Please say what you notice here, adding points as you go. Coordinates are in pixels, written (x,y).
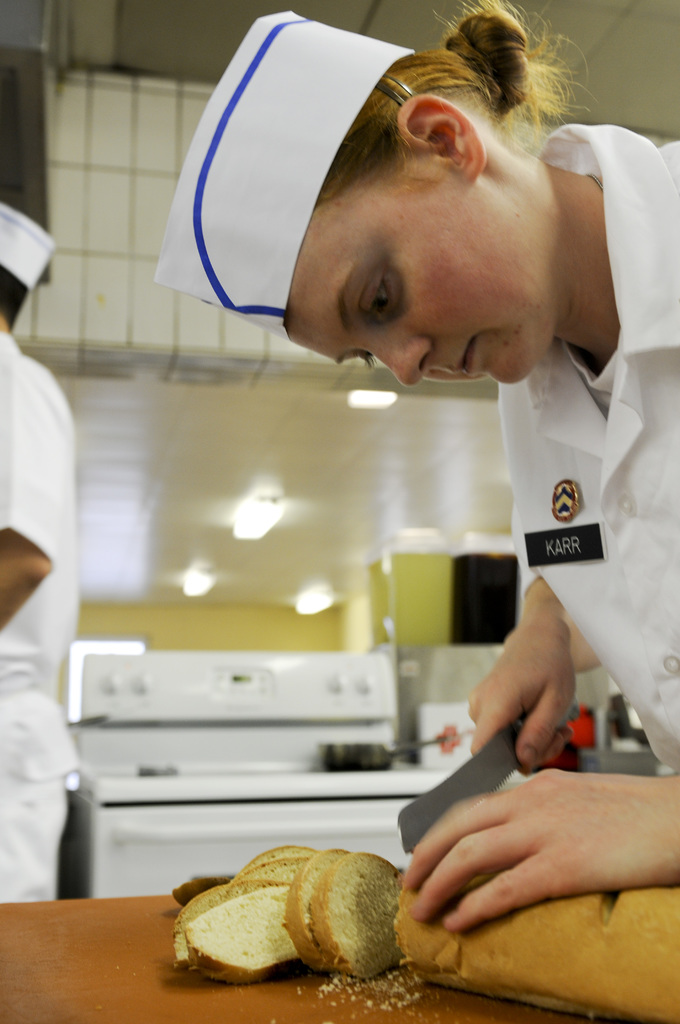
In this image there is a lady (490,272) holding a knife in her hand (472,715) and cutting the bread (434,939) into pieces (372,939), which is on the table (221,1000). On the left side of the image (11,480) there is a person (44,749) standing, beside the person (49,814) there is a stove (311,815) and a pan (358,751) placed on it, beside that there are few kitchen utensils (577,727). At the top of the image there is a ceiling (205,483) with lights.
